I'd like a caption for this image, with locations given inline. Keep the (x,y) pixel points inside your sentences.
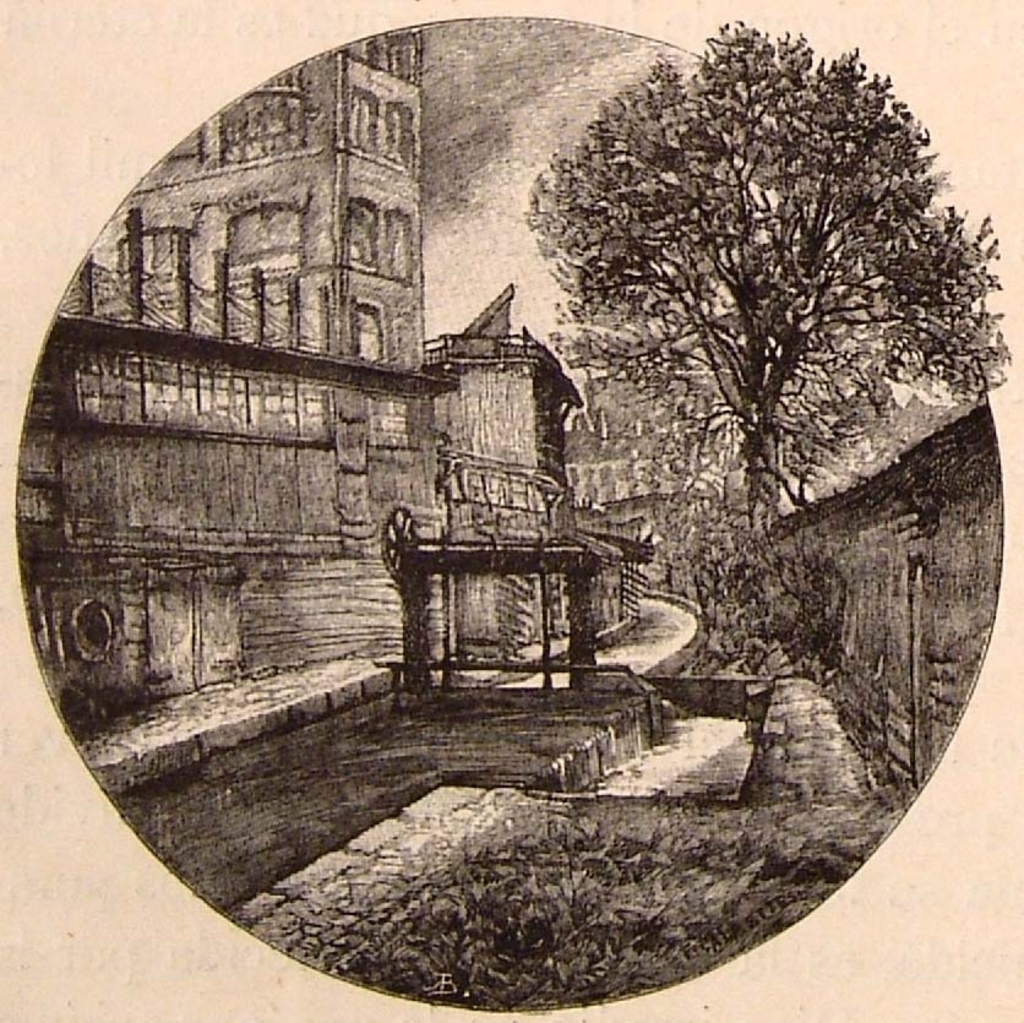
In this picture we can see art (452,618) on the paper (751,506).
